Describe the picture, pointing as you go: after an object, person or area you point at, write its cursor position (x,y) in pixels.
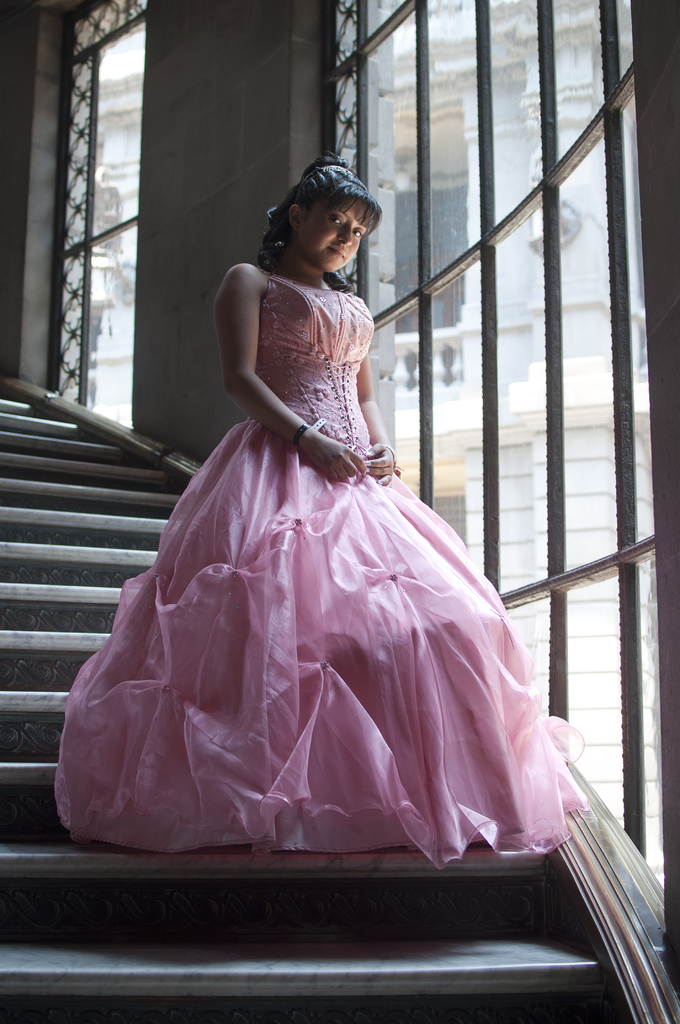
In this image a woman (358,517) is wearing a frock (241,454), standing on the stairs (106,588) and giving pose for the picture. Beside the stairs (312,953) there are two windows (90,244) to the wall (166,195). Through the window (484,314) we can see the outside view (587,407). In the outside there is a building (527,381).
